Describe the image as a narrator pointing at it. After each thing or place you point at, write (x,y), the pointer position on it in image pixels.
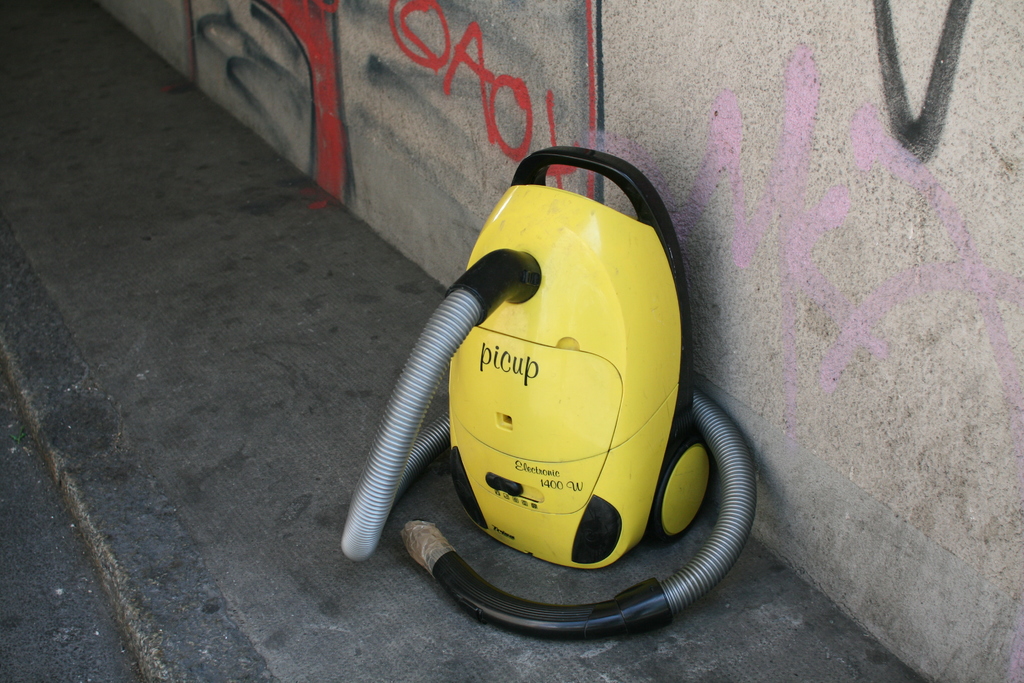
In the center of the image (486,317), we can see a machine (534,332) on the floor (361,604) and in the background (388,45), there is graffiti (330,57) on the wall (669,138).
